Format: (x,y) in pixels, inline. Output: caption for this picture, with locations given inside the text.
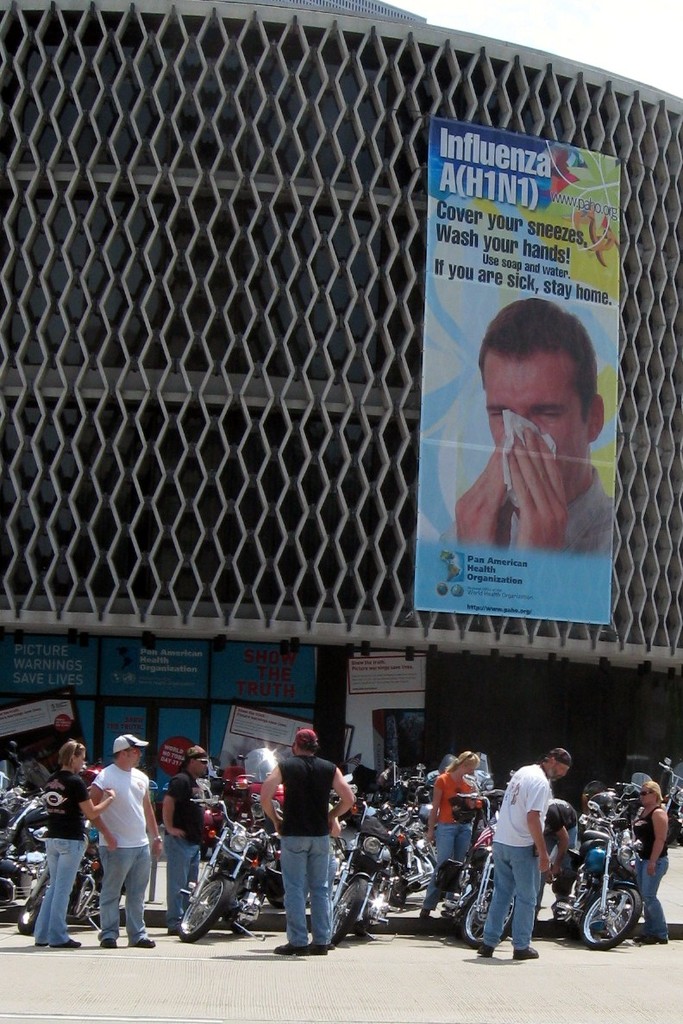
In the image we can see there are many people (339,809) standing, they are wearing clothes (190,819) and shoes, and some of them are wearing cap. We can even see there are bikes (239,833), this is a road (455,1016), building (266,632), fence (246,471), poster (514,354) and a white sky (602,27).
